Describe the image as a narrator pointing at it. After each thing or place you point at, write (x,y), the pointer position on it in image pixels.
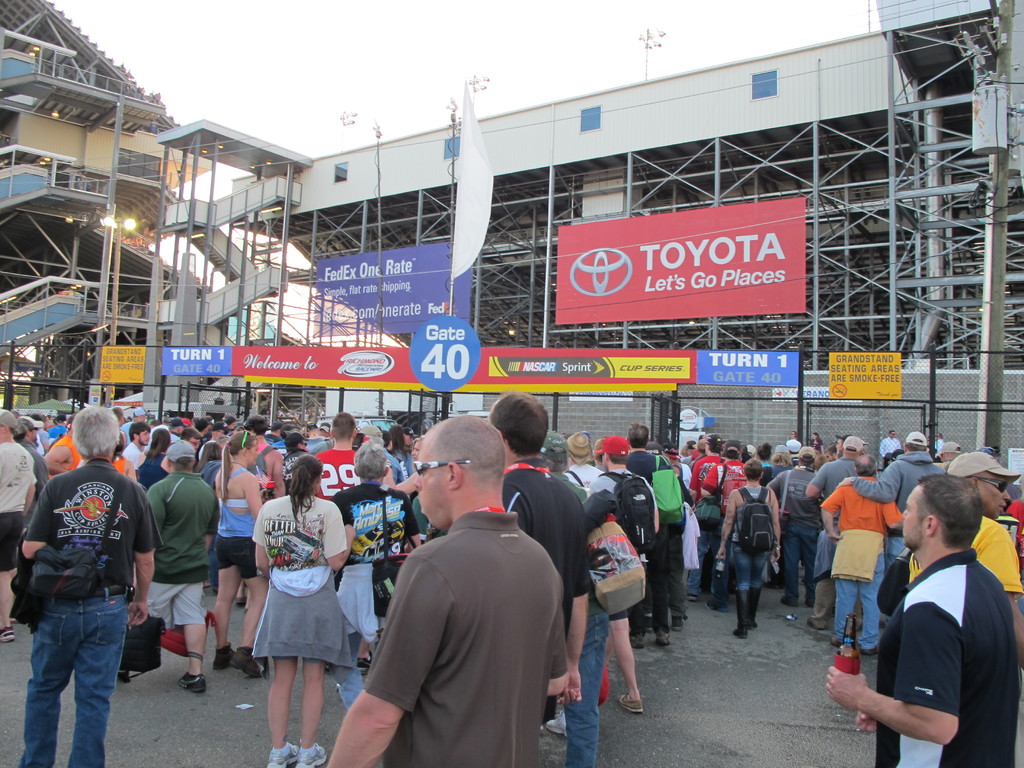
In this image we can see many people (524,592) and few people (524,592) are holding objects (601,596) in their hands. There are many advertising boards (591,315) in the image. There is a sky (388,36) in the image. There are few electrical poles (996,150) in the image. There are fewer cables (985,191) connected to the poles (1004,173) in the image. There are few sheds (491,337) in the image.
